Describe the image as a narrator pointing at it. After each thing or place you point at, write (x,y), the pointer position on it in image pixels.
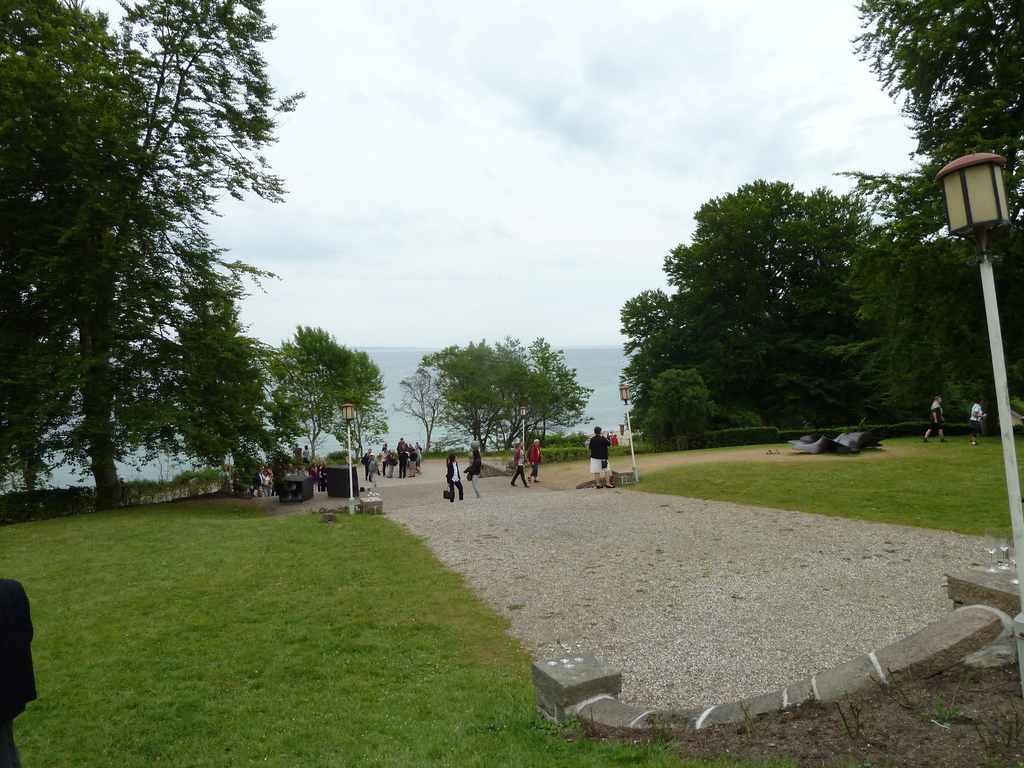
In this image there are a few people (452,486) standing on the path (582,563). On the right (869,359) and left side of the image (181,437) there are trees (908,359) and few are standing and walking on the surface (889,487) of the grass (344,608). In the background (615,382) there is a sea (400,371) and a sky (461,167).
